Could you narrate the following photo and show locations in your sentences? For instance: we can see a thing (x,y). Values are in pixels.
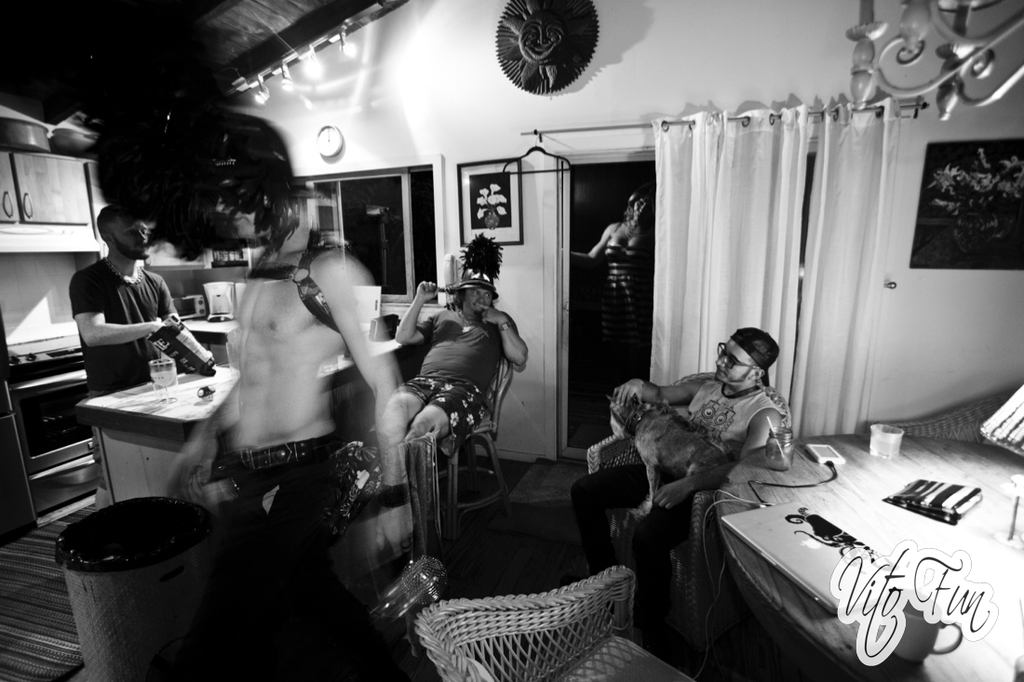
In this image there are five persons (256,411). On the table (833,501) there is a laptop (820,538), cup (930,626). The person (655,579) is sitting on the chair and holding a dog (677,433). There is a bin (112,612) on the floor (30,620).
